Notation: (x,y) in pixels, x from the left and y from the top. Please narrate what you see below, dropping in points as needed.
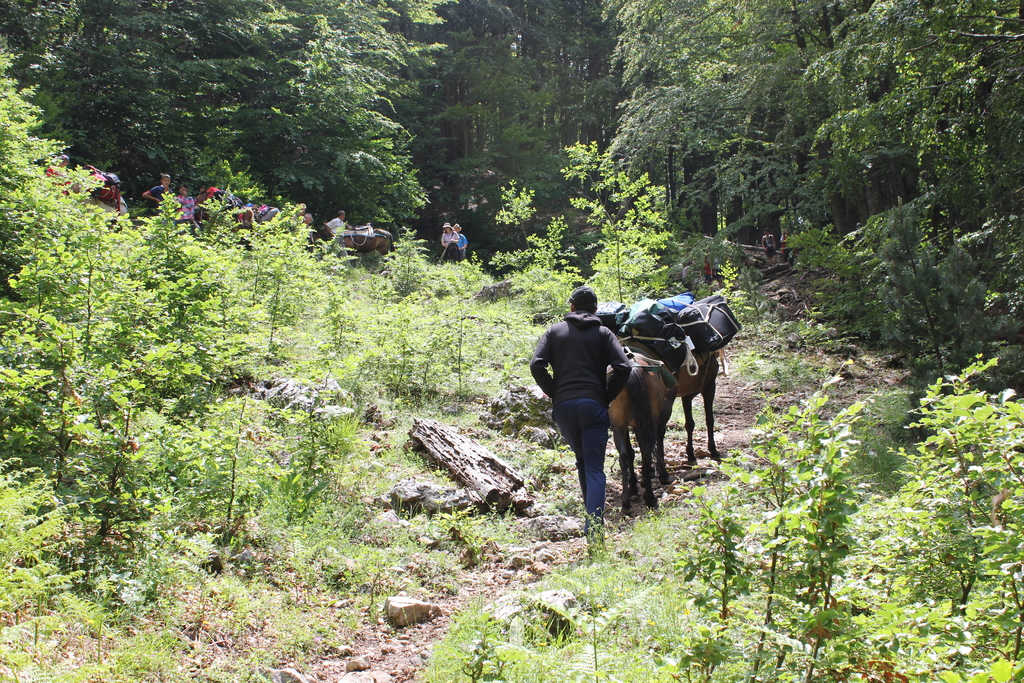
In this picture, there is a man (586,296) in the center (612,381). Before him, there is an animal (704,368) carrying bags (669,349). The entire picture is covered with trees (853,108) and plants (894,393). Towards the left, there are people (167,186) holding bags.
